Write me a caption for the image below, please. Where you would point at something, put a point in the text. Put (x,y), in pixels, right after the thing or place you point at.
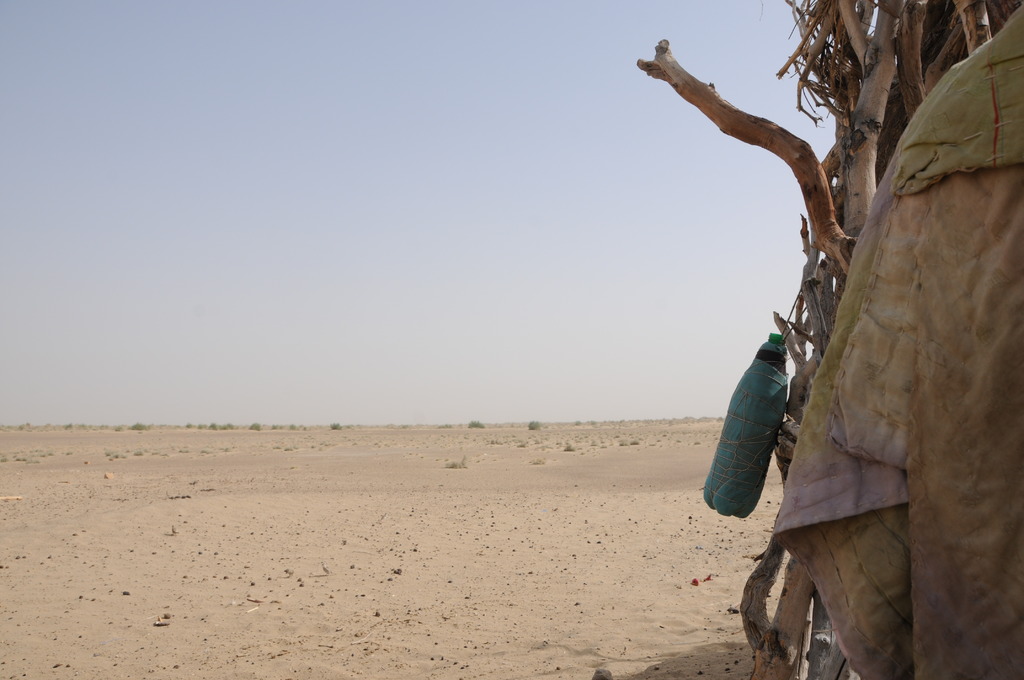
In this image there are branches (842,166) and stems (879,77) to the right (808,324). On the branches (922,33) there is a blanket (901,389). There is a bottle (784,346) hanging to the branch (803,298). There are plants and sand (478,516) on the ground (323,555). At the top (293,213) there is the sky (293,213).
